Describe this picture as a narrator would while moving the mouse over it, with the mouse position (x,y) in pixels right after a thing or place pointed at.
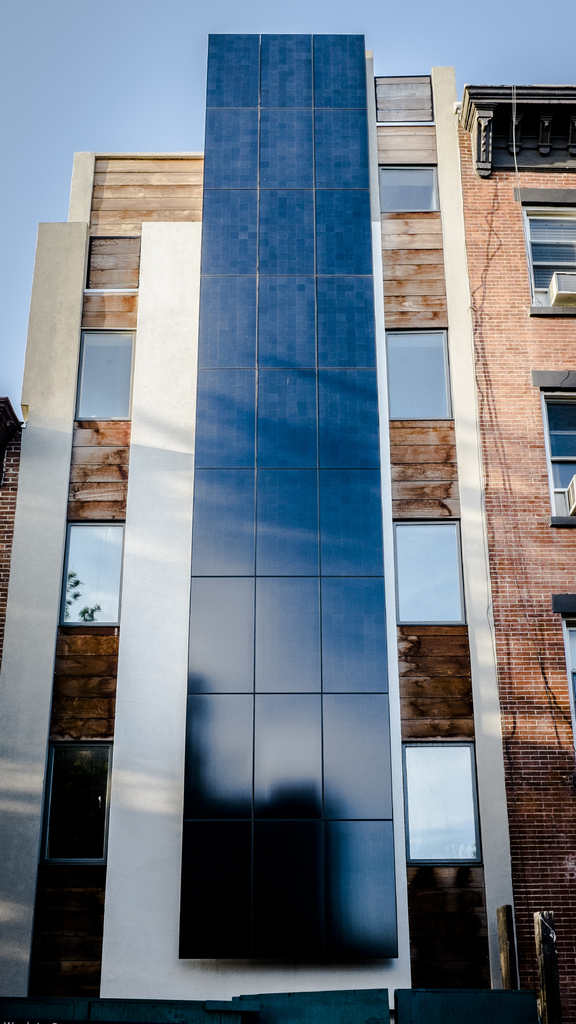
This image is taken outdoors. At the top of the image (59,79) there is a sky (83,45). In the middle of the image (302,419) there is a building (364,782) with walls (15,940), windows (565,454), glasses (86,375) and roof (561,103).
